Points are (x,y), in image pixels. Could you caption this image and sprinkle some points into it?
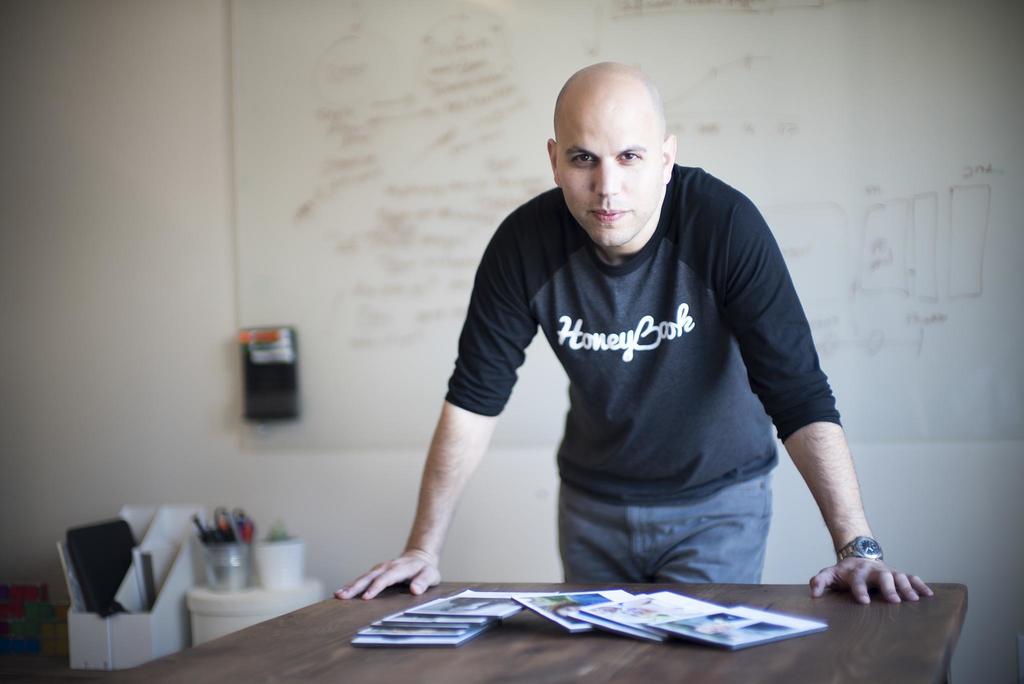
In this image I can see a person (719,368) standing and wearing black and ash pant (712,514). I can see few books (566,630) on the table (608,658). Back I can see few objects (97,540) and board (262,62) is attached to the white wall (168,199).
